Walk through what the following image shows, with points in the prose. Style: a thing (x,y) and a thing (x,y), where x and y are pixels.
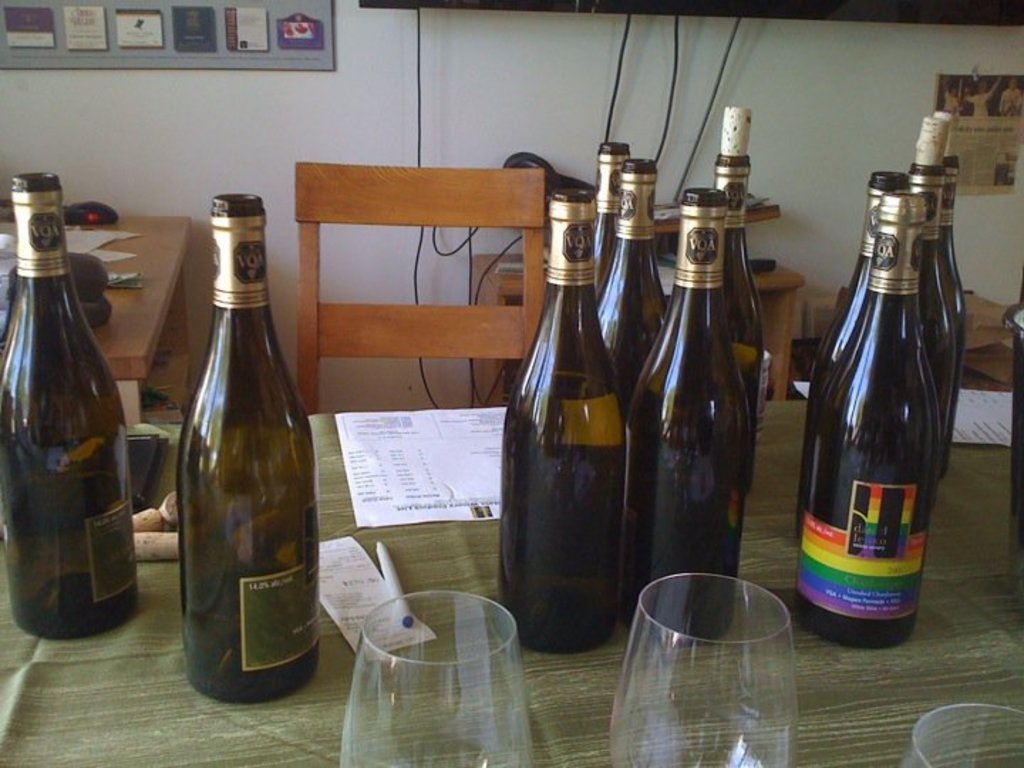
There are so many bottles (96,583) and glasses (390,678) on table (313,422) with paper (359,491).
